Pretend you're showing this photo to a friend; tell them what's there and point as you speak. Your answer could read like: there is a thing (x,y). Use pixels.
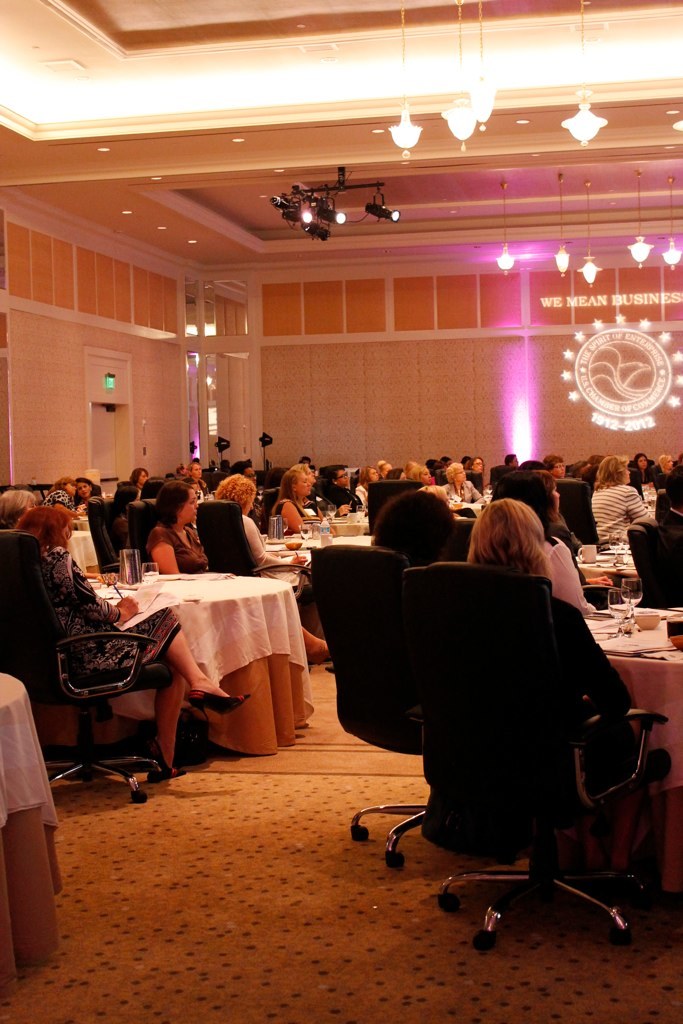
In this image there are group of people (627,492) sitting in chair (434,643) near the table (604,615), and in table (607,575) there are glass (614,605), paper (627,645) and the back ground (112,392) there is chandeliers (589,115), focus lights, door (96,456).
